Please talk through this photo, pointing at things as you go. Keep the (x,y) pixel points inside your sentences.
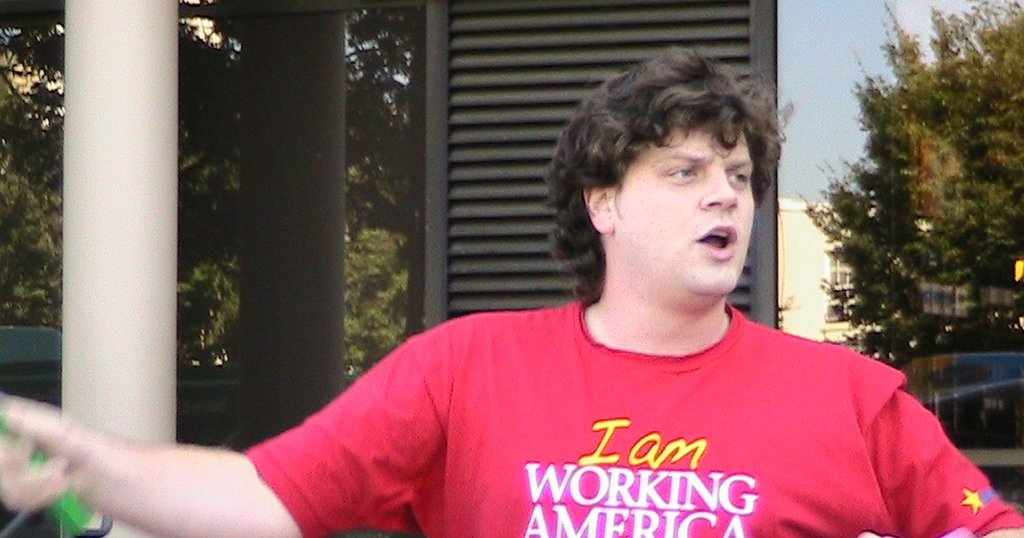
In this image we can see a person (648,400) holding an object (64,500) and in the background (208,424) it looks like a building (541,115) and there is a pillar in front of the building (344,150) and we can see the reflection (283,199) of trees (913,229), pillar (282,194) and building (806,270) on the glass (816,258).
